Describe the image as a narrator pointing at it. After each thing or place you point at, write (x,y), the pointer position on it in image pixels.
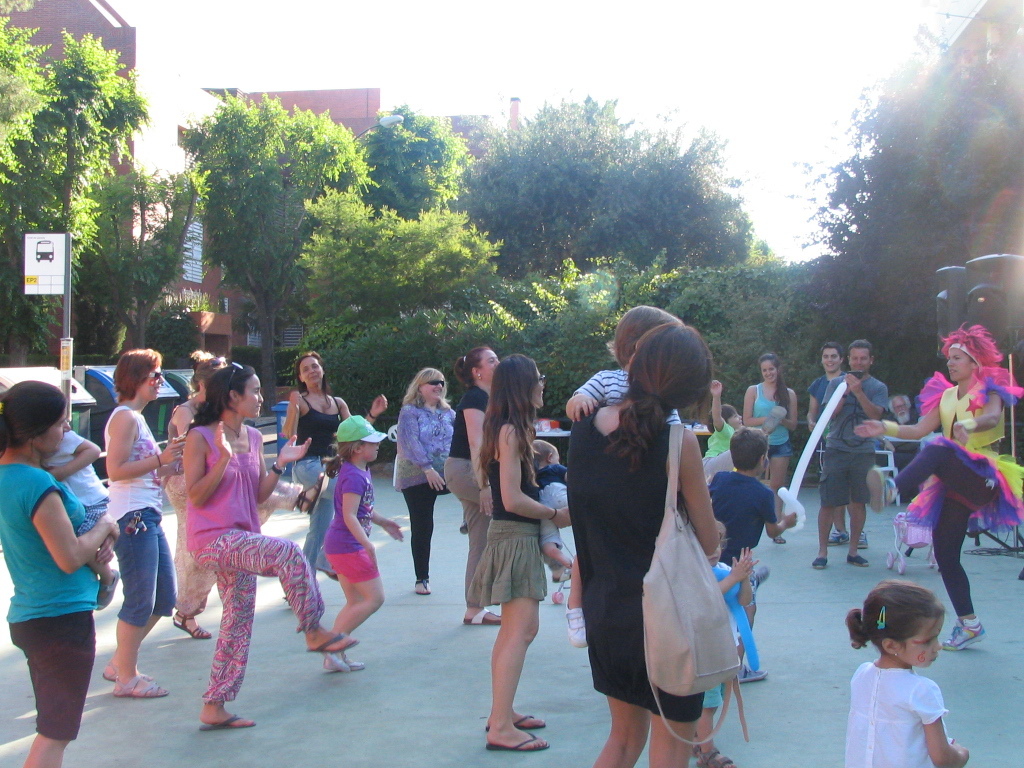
In the foreground of the picture (657,405) there are many people (317,423) dancing. In the center of the picture (376,283) there are trees (833,260), speakers (990,274), sign board (52,241) and dustbin (276,404). In the background (179,87) there are buildings (304,99). It is sunny.
